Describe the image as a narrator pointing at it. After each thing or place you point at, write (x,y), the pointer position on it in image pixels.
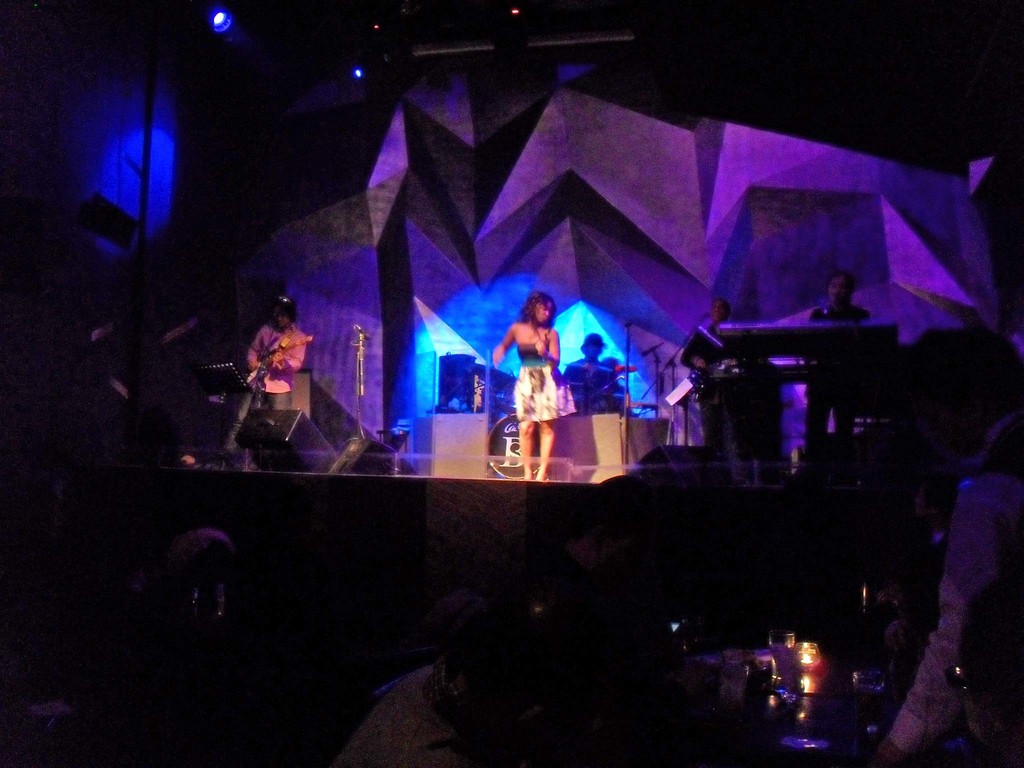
In this image I can see a person (531,474) standing and the person (556,411) is wearing white color dress (543,400), background (714,385) I can see few persons (819,406) playing some musical instruments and I can also see few lights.
